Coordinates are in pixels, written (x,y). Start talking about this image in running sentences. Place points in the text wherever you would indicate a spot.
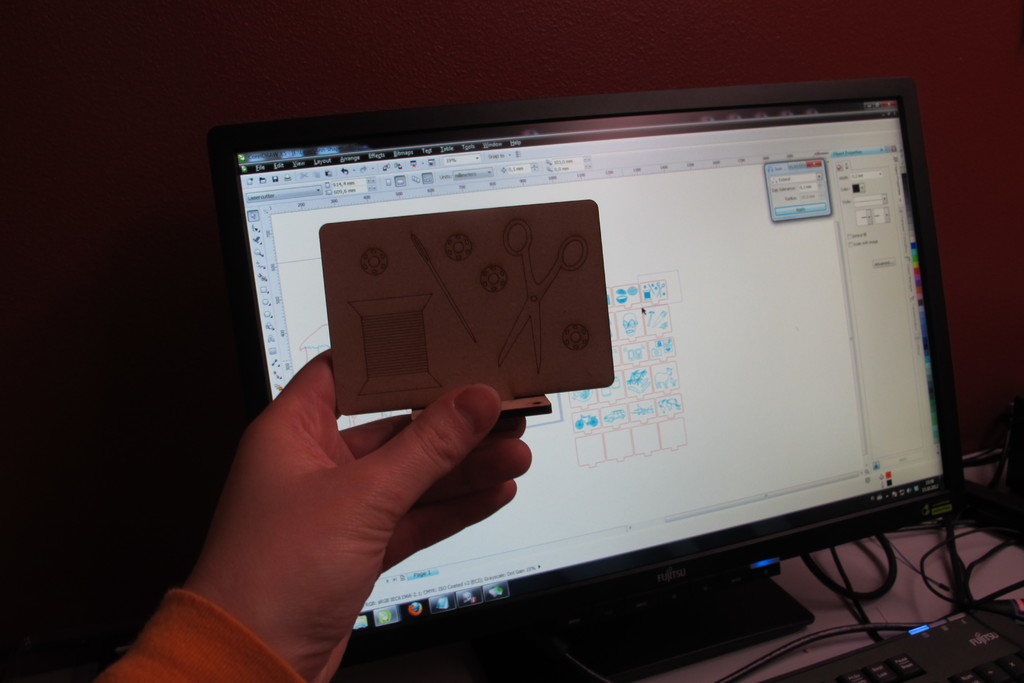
In this picture we can see a person's hand (333,462) is holding an object (495,269), monitor (540,450), cables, keyboard (1005,655) and in the background (972,126) we can see the wall (821,49).
